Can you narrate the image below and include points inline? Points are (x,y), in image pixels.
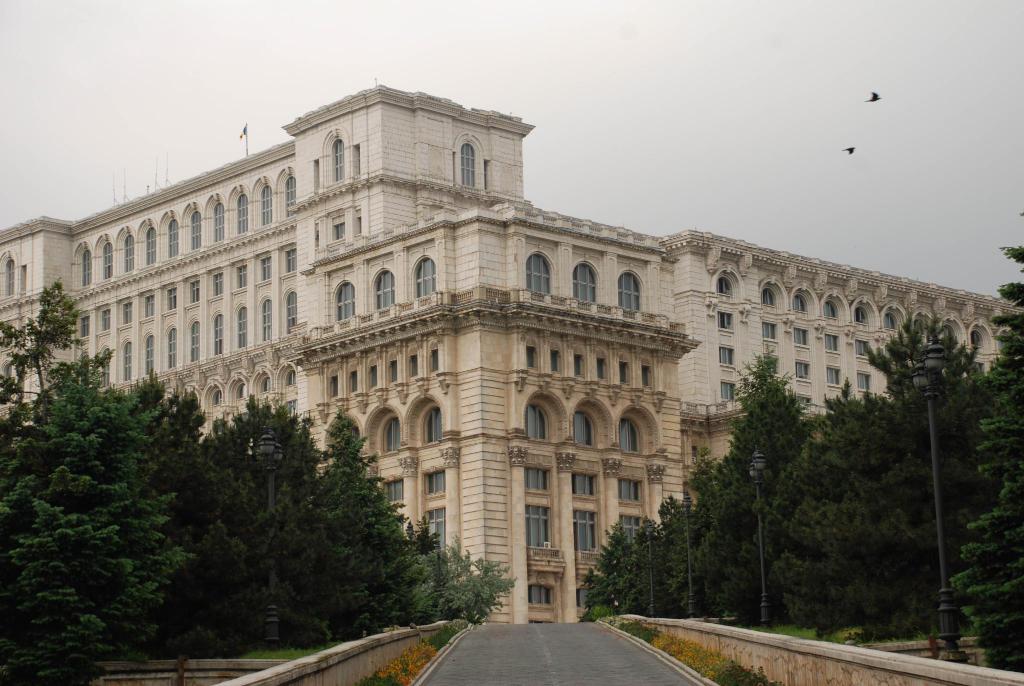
In the foreground (432,627) I can see a fence (363,641), light poles (767,596) and trees (711,592). In the background (877,341) I can see buildings (881,311) and windows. On the top (508,31) I can see the sky (651,84) and birds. This image is taken during a day.
